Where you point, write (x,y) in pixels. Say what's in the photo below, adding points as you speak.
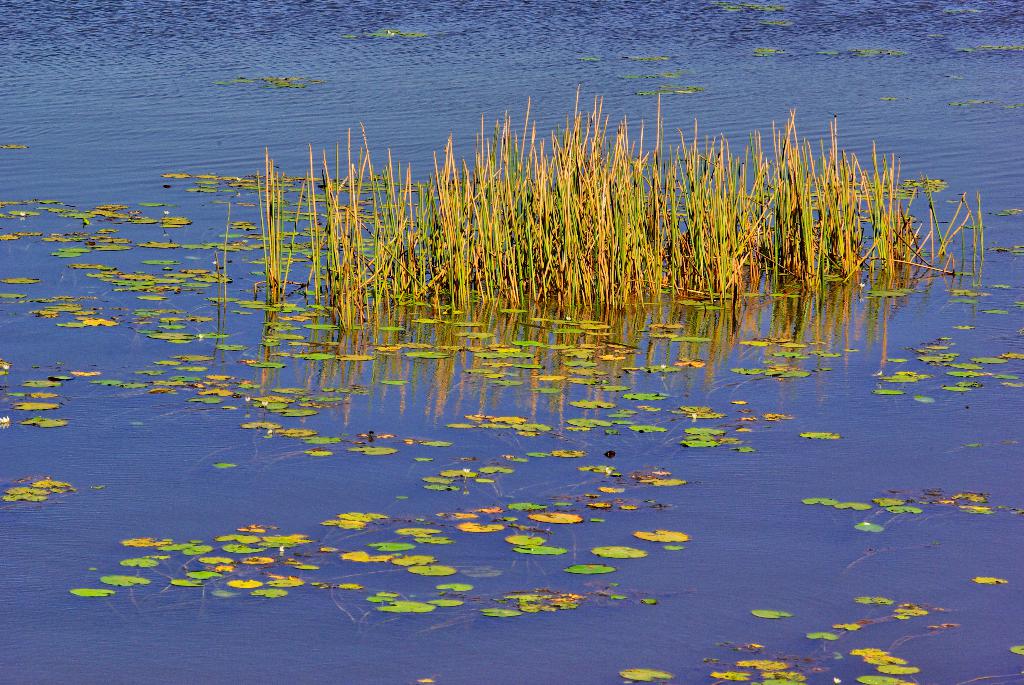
In this image we can see some plants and leaves (605,354) in a water body (475,495).
